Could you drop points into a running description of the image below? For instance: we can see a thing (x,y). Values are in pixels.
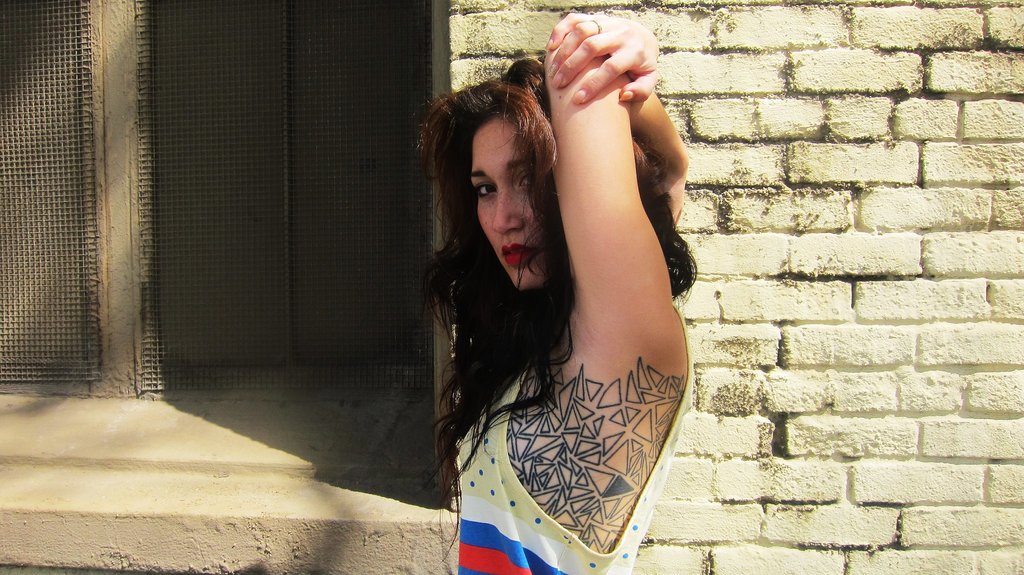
In the center of the image (464,300) we can see a person (551,486) is standing and she is in a different costume (557,560). In the background (278,285) there is a brick wall (764,167) and a window (182,200).
